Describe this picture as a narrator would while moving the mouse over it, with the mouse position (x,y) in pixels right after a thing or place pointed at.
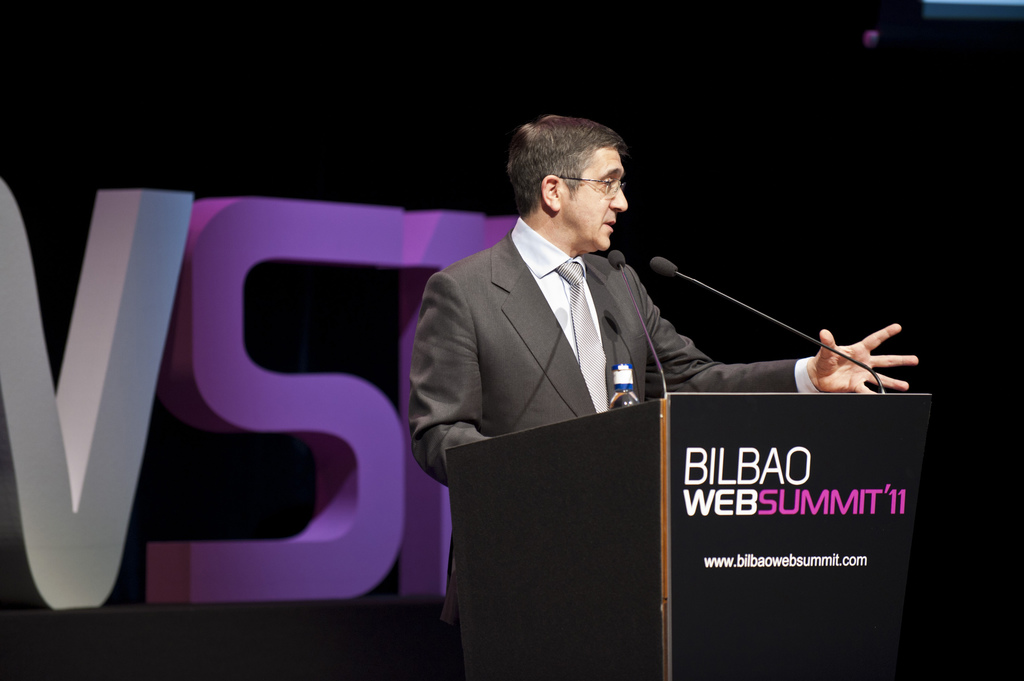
A person (534,365) is standing wearing a suit (639,376). There is a microphone (696,281) and its table (667,573) in front of him. There is a black background (174,105).
